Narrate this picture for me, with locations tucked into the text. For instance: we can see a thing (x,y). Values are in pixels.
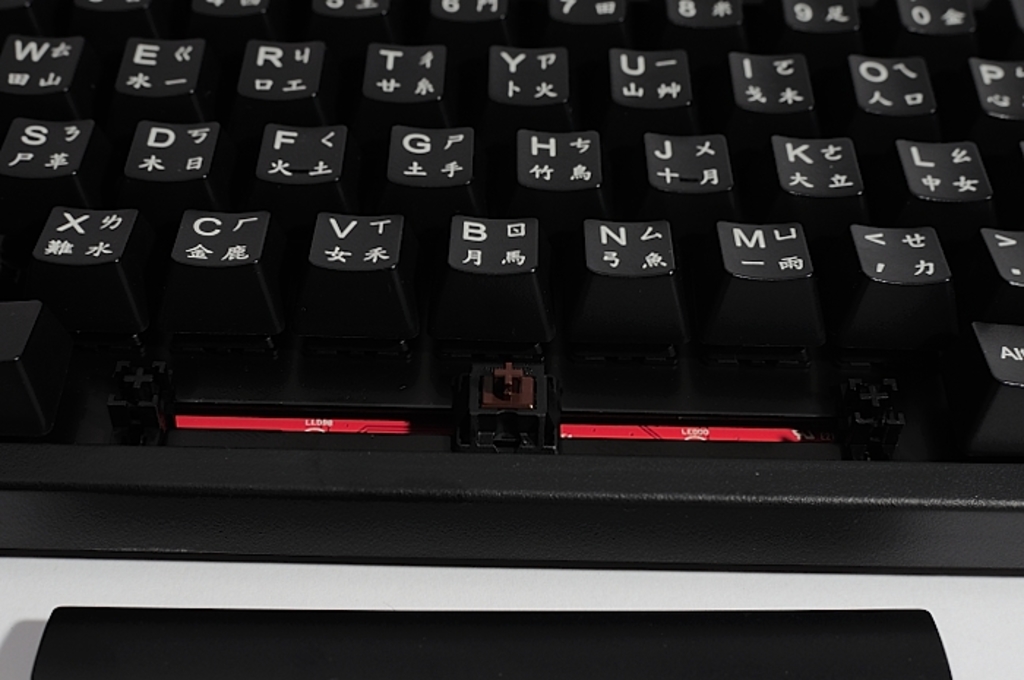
There is keyboard (843,379) in the image. There are keys (750,321) on which alphabets (622,236) are printed. On keys (739,240) there are English alphabets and other foreign language (613,253) too. In the below there is key (506,411) removed.
